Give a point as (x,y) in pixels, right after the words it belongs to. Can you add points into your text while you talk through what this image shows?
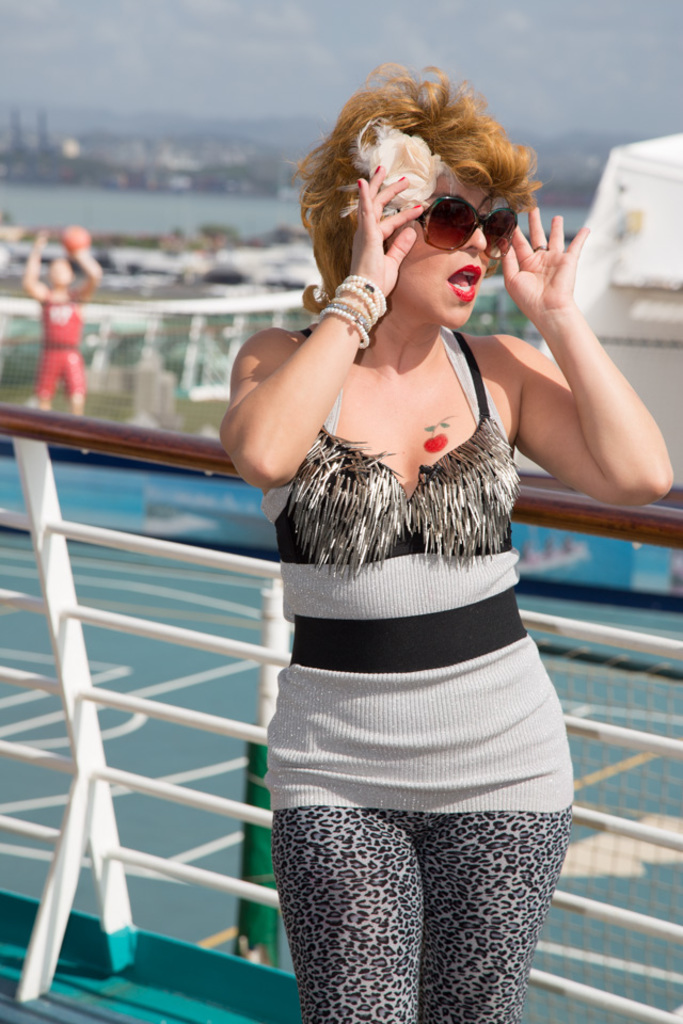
In the picture there is a woman (320,558). she is standing inside a ship (35,879) and posing for the photo. Behind the woman (377,697) there are many other boats (305,263) and ships (171,257) on the water (76,188).
